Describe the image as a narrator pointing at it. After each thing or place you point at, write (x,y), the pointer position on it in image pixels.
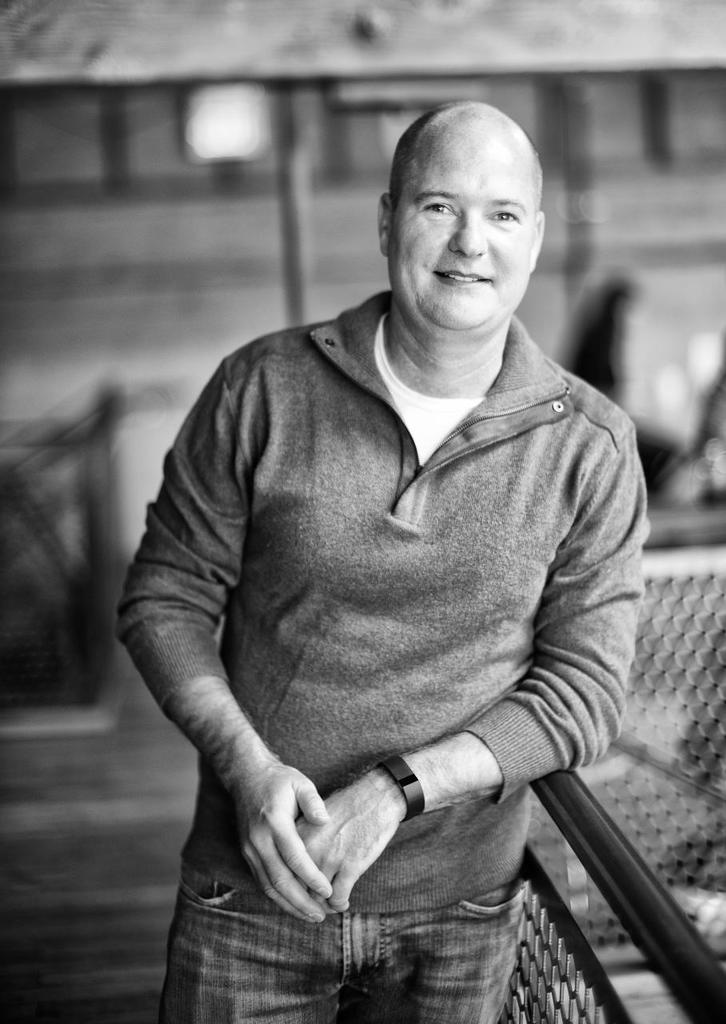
This image consists of a man (381,624). At the bottom (10,843), there is a floor (178,832). On the right (643,857), we can see a fencing (599,861). In the background (280,169), there is a building (371,144).
